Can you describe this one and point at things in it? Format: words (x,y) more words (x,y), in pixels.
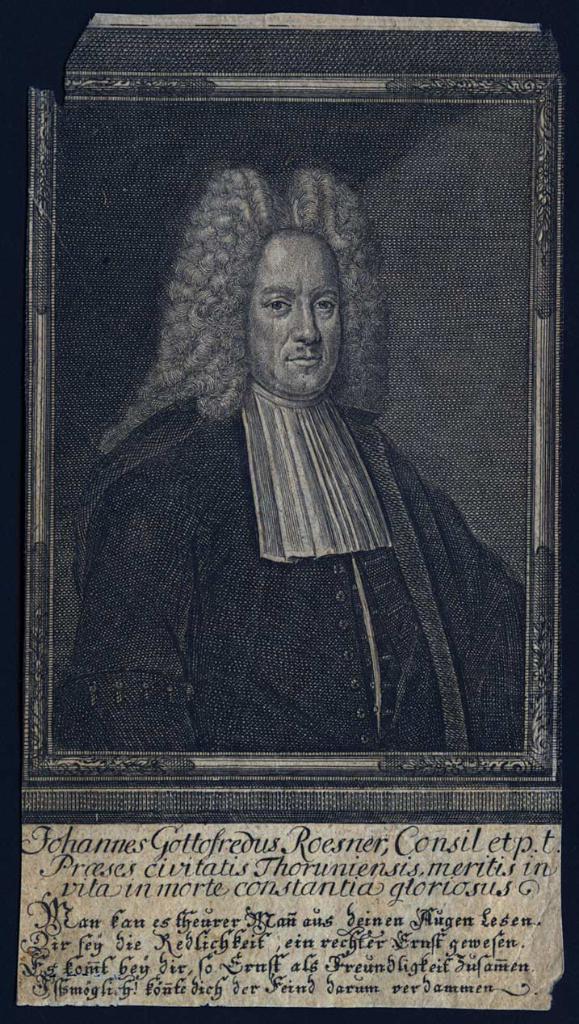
It is a poster. In this image, we can see a human picture (270,520). At the bottom (462,972), there is a text (332,966). The borders of the image, we can see black color.
